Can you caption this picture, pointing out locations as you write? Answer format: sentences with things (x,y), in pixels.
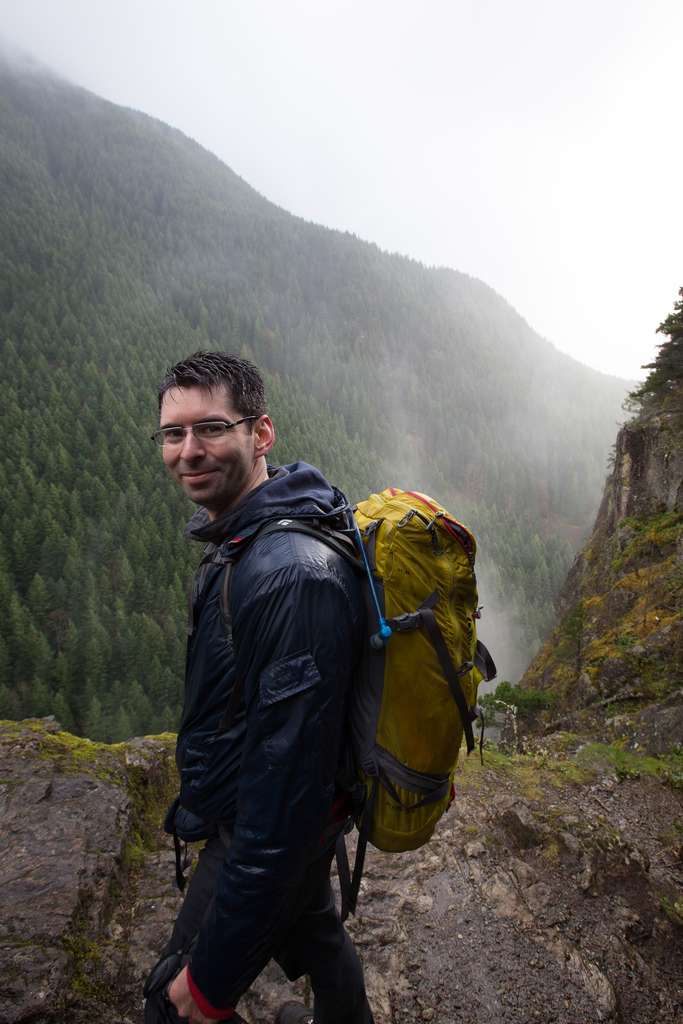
As we can see in the image there is a sky (494,170), trees (100,139) and a man (250,525) wearing bag (413,628).
